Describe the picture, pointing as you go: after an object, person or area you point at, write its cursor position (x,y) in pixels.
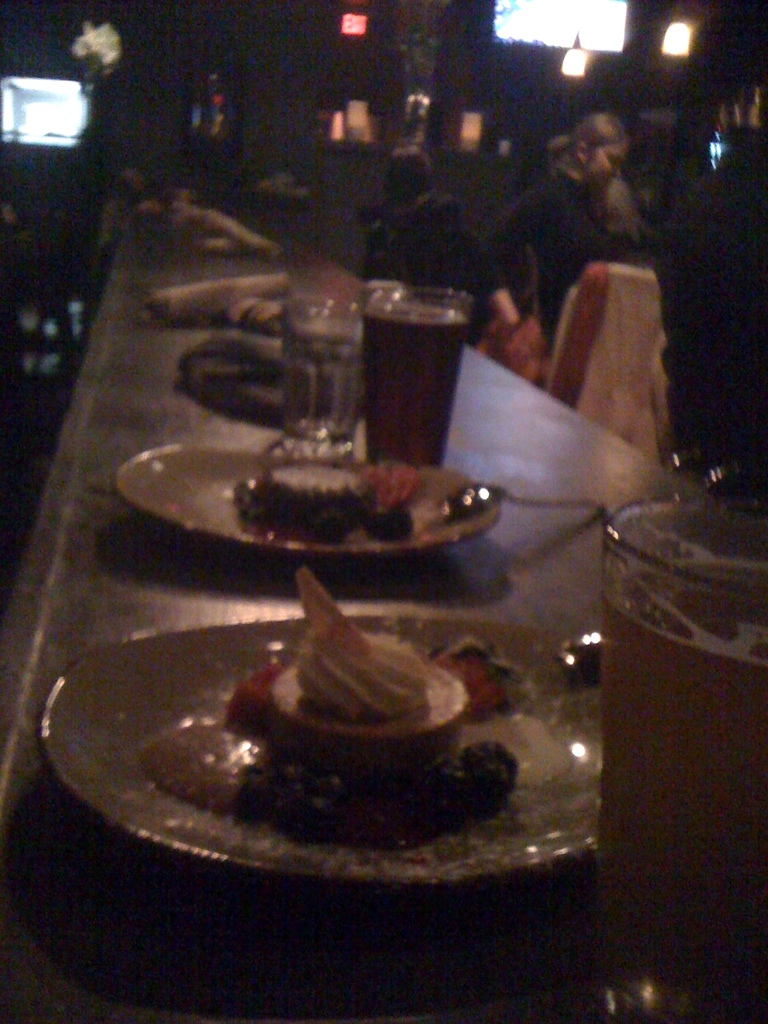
This image is taken dark where we can see food items (422,670) and spoons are kept on the plate (550,792), glasses (429,371) with drinks (445,383) and a few more things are kept on the surface (55,540). The background of the image (638,237) is blurred, where we can see a few more people (729,287), we can see ceiling lights (677,48), monitor (508,44), exit board (358,21) and few more things (434,36).
